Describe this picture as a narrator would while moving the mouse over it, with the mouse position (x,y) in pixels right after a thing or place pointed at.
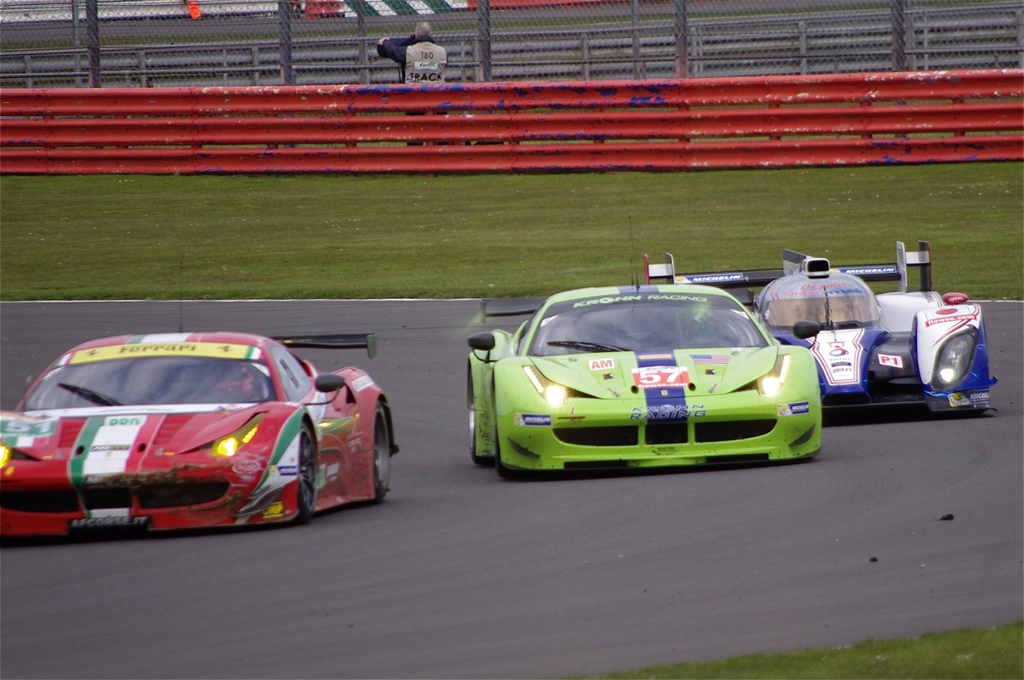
In the image there are three sports cars (622,307) on a road (608,547) and around the road (958,627) there is grass (349,181). In the background (336,170) there is fencing (326,116), behind the fencing (336,170) there is a man (413,54) and behind him there is a mesh (66,11).
